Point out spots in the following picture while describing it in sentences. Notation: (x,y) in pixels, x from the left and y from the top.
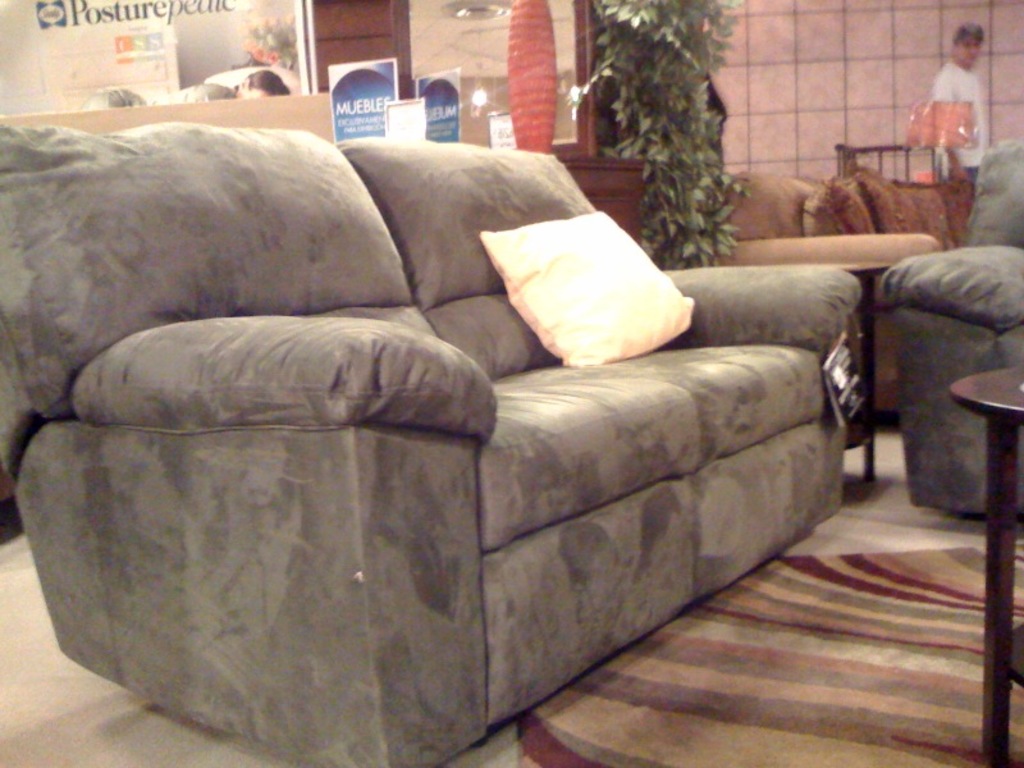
In this image there is one couch (446,395) and beside that couch (462,440) another couch (791,242) is there on these couches (478,440) there are pillows (667,283) in the middle of the image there is one plant (665,129) and on the top of the right corner (818,77) there is one wall (845,67) and one person (958,66) who is standing he is wearing a white shirt (966,85) and on the floor (120,694) there is one carpet (772,668) in front of the couch (938,393) there is one table (1008,563).
